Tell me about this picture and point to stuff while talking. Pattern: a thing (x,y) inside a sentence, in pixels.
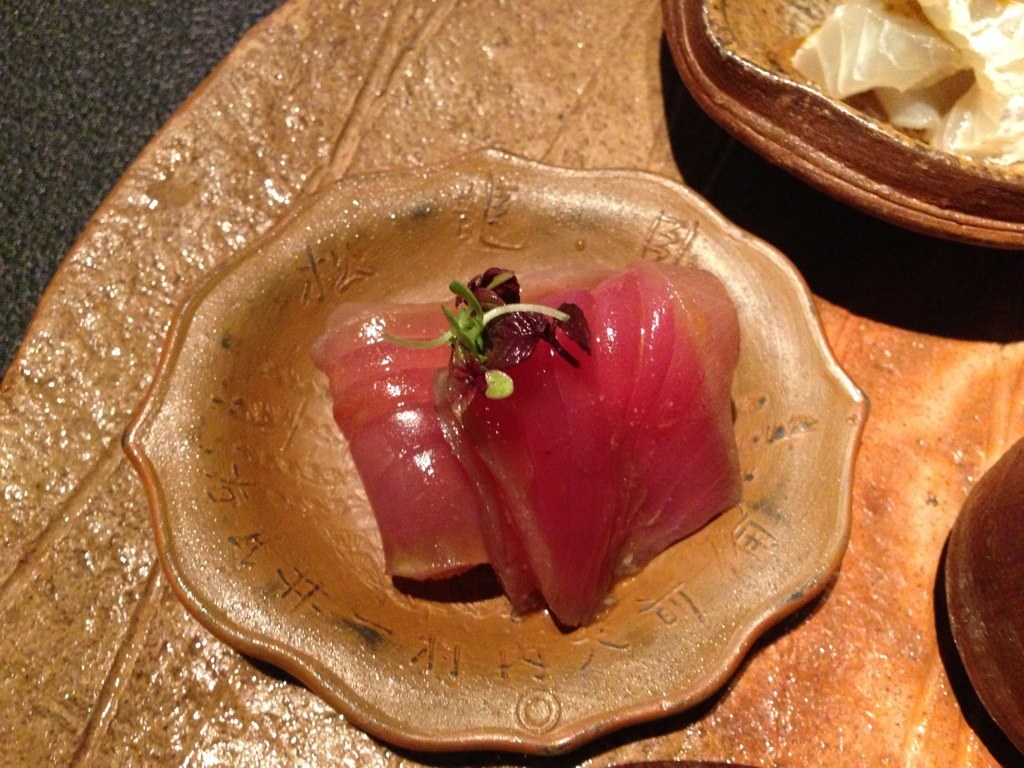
In this image, I can see a plate (783,413) and a bowl (822,107), which contains the food items (657,346). I think this is a tray (804,214). On the right side of the image (998,637), I can see an object (967,565).
